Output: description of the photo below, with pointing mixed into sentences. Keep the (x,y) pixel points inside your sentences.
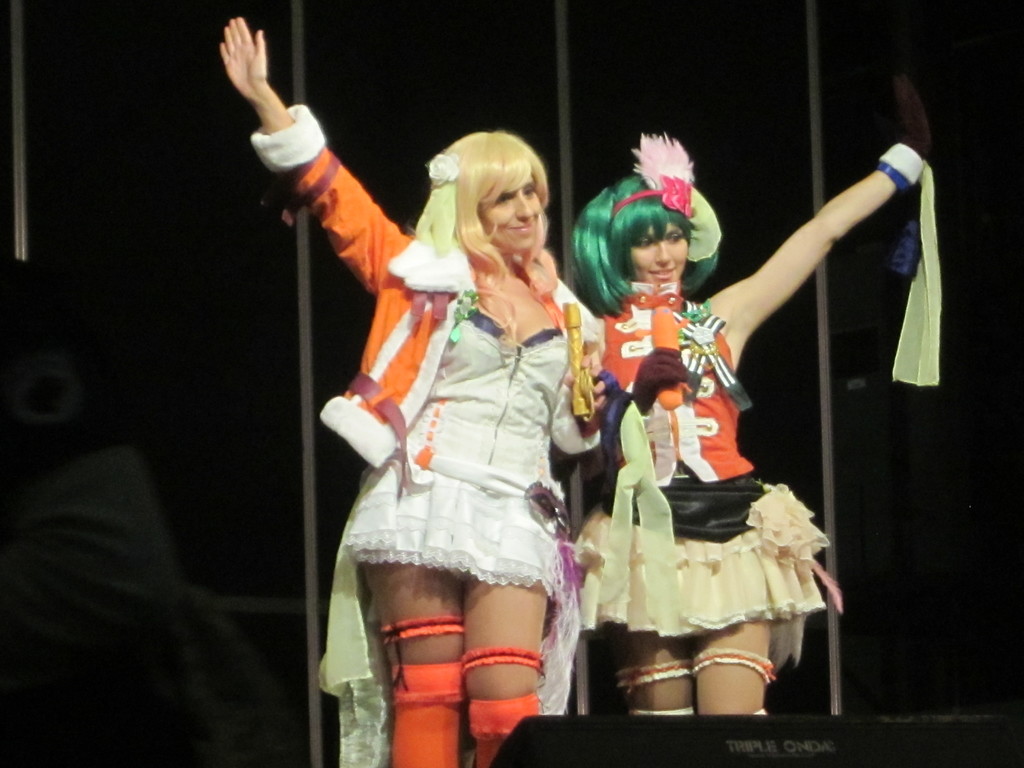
In this image we can see two persons (550,553) with costumes (678,522) and dark background (145,69).
